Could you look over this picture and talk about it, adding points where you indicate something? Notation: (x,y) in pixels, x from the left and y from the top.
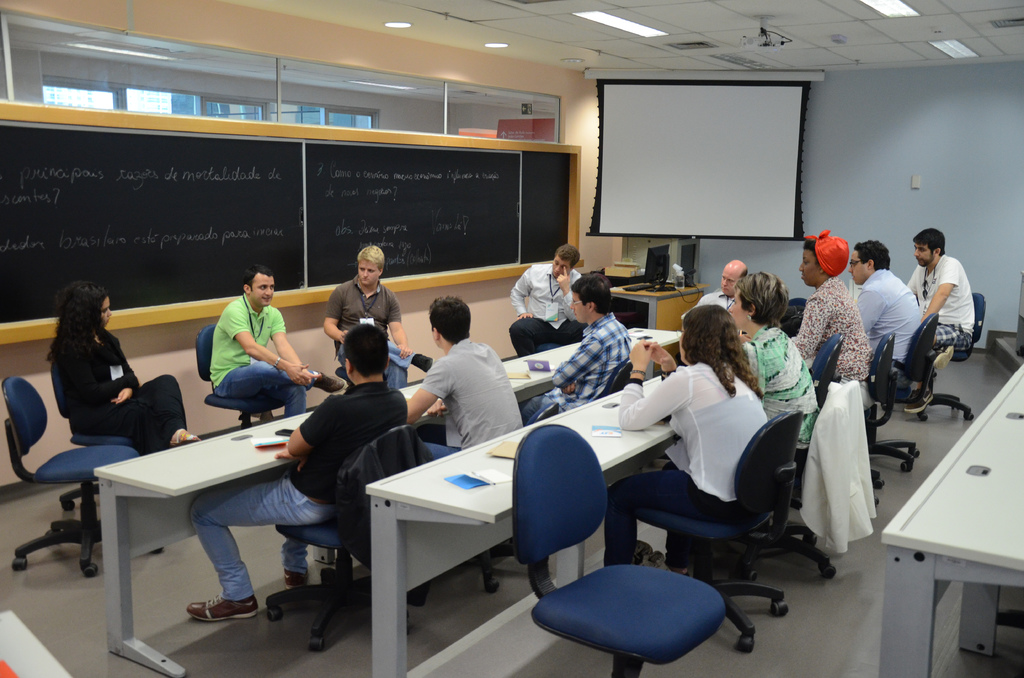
Persons (955,295) are sitting on chairs (819,396). In-front of them there are table (435,464), on this table (274,455) there are cards (508,455). At the corner of the room (810,144) there is a screen (691,151). In-front of this screen (691,218) there is a table (666,309), on this table (663,312) there is a monitor (659,266). Backside of this person (345,336) there is a blackboard (348,214). On this chair (826,474) there is a white jacket (832,480).
